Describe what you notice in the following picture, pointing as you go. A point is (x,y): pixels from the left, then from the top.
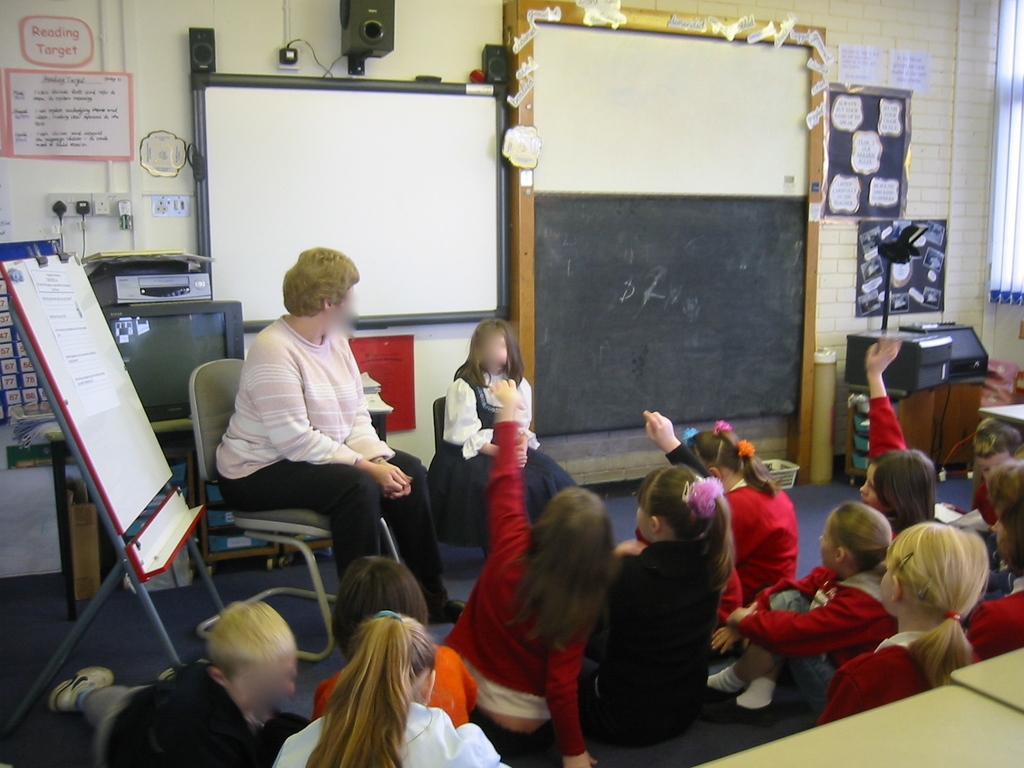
Few persons (607,566) sitting on the floor (113,634) and these two persons (344,422) sitting on the chair (443,431). We can see board (166,536) with stand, white board (758,77), floor (825,492), wall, posters (100,140).
